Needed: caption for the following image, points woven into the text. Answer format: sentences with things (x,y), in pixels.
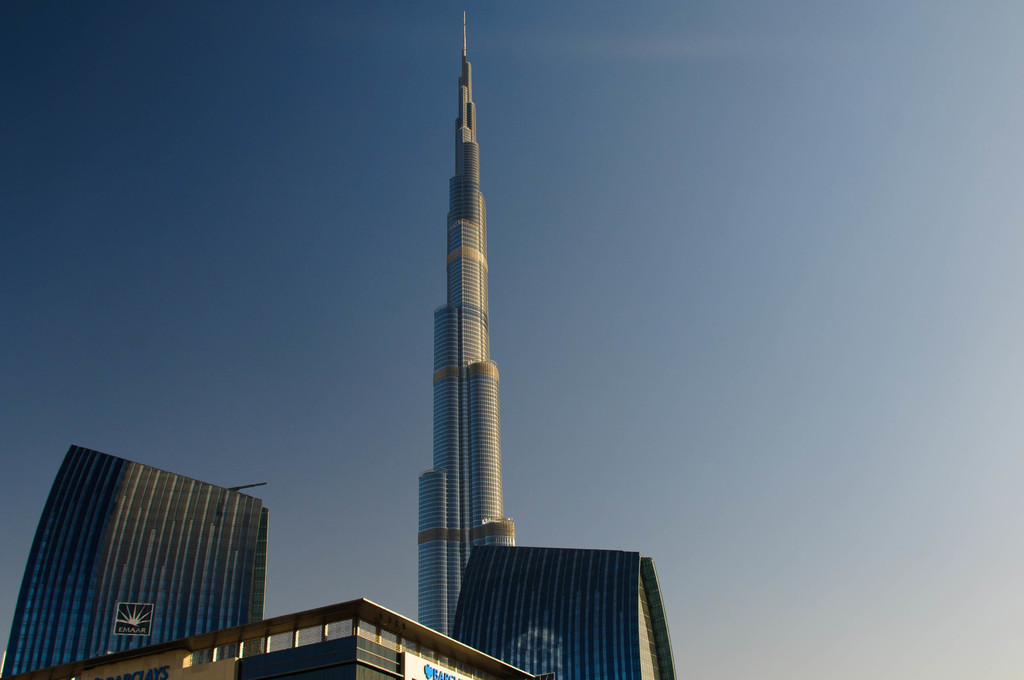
This image consists of buildings (210,552), tower (430,543), board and the sky (515,443). This image is taken may be during a day.
